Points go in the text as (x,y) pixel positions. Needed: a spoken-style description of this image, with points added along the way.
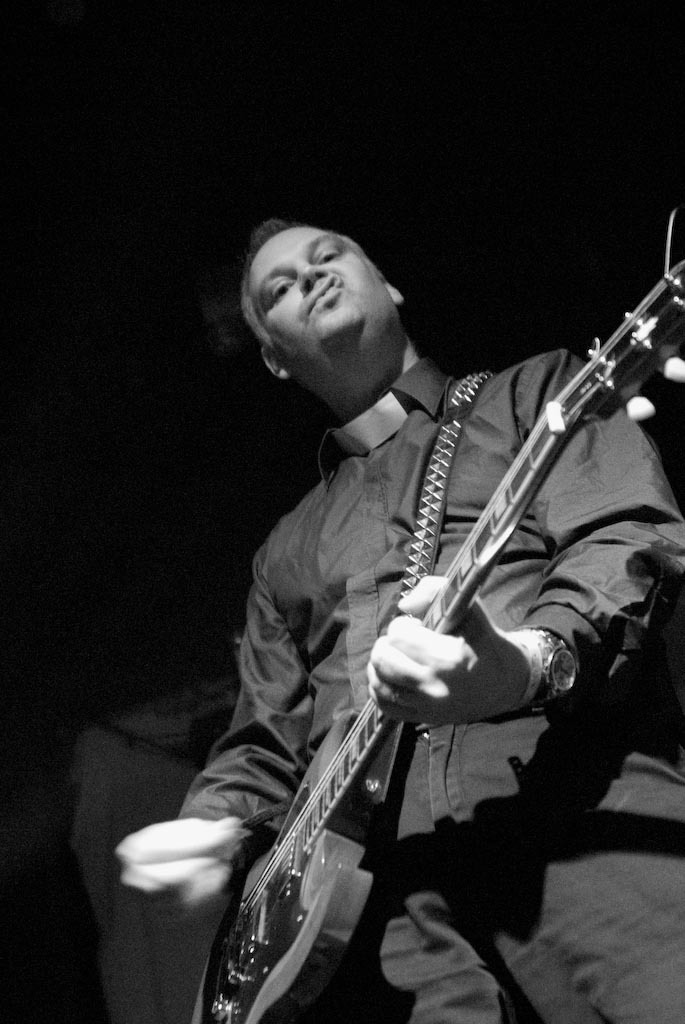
a person (390,541) is standing, playing a guitar (469,548). he is wearing a watch (555,671). this is a black and white image.
